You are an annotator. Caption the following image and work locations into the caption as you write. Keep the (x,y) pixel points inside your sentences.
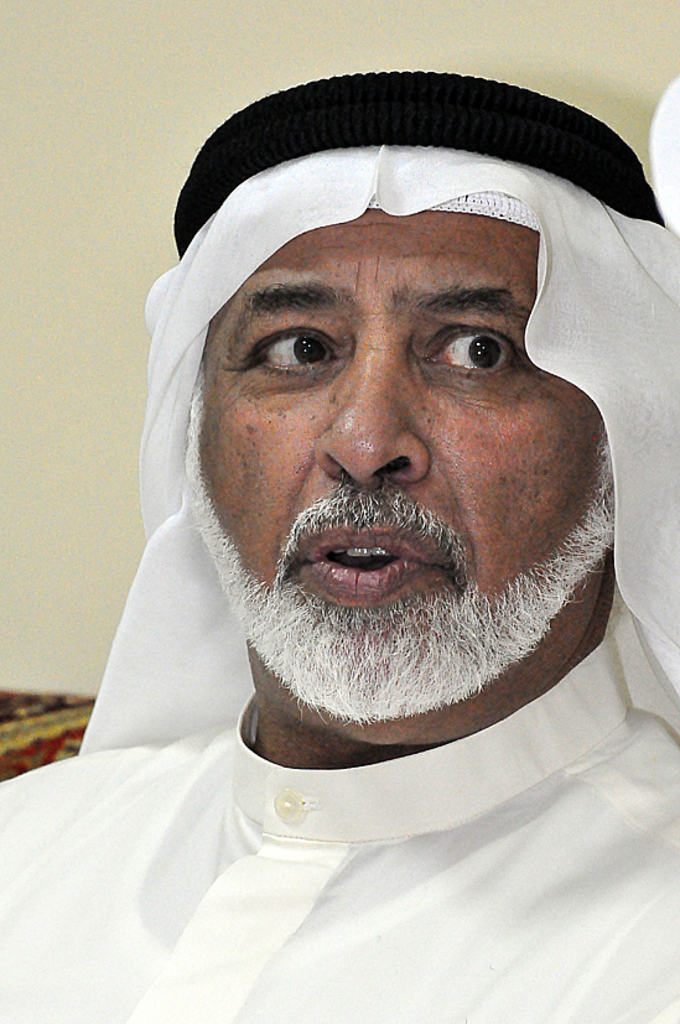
In this image, there is a person (361,604) on the yellow background. This person (152,812) is wearing clothes (180,903).
